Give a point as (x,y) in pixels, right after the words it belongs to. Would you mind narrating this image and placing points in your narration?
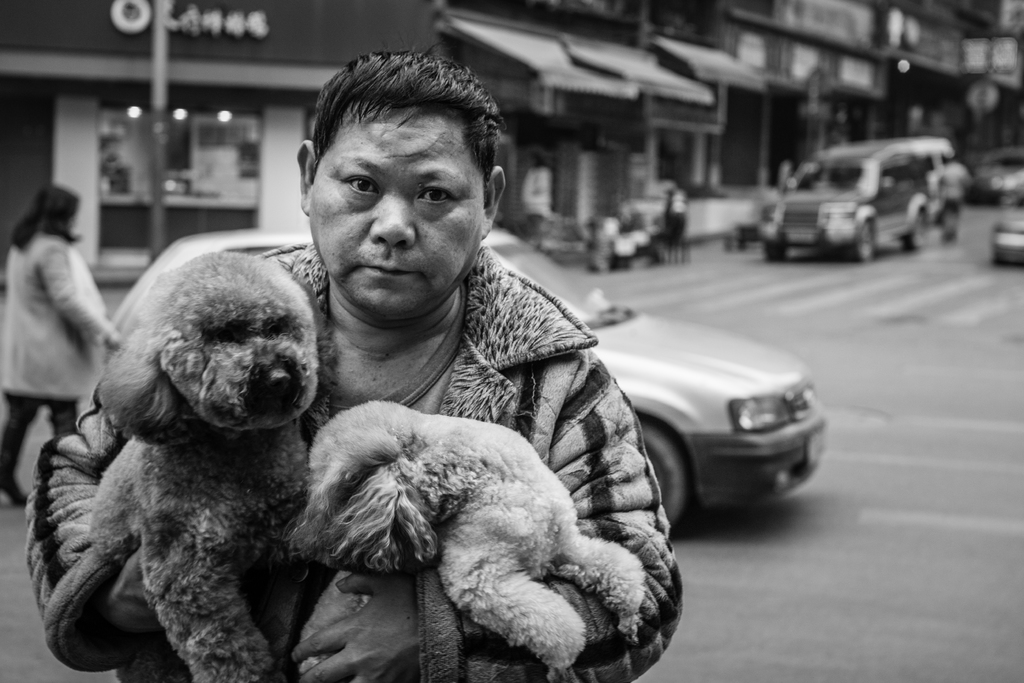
In this picture a guy (469,270) is holding two dogs (454,479) with both of his hands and in the background (655,358) there is a car (634,384) and a woman (77,317). The picture is clicked on a road (834,475).
